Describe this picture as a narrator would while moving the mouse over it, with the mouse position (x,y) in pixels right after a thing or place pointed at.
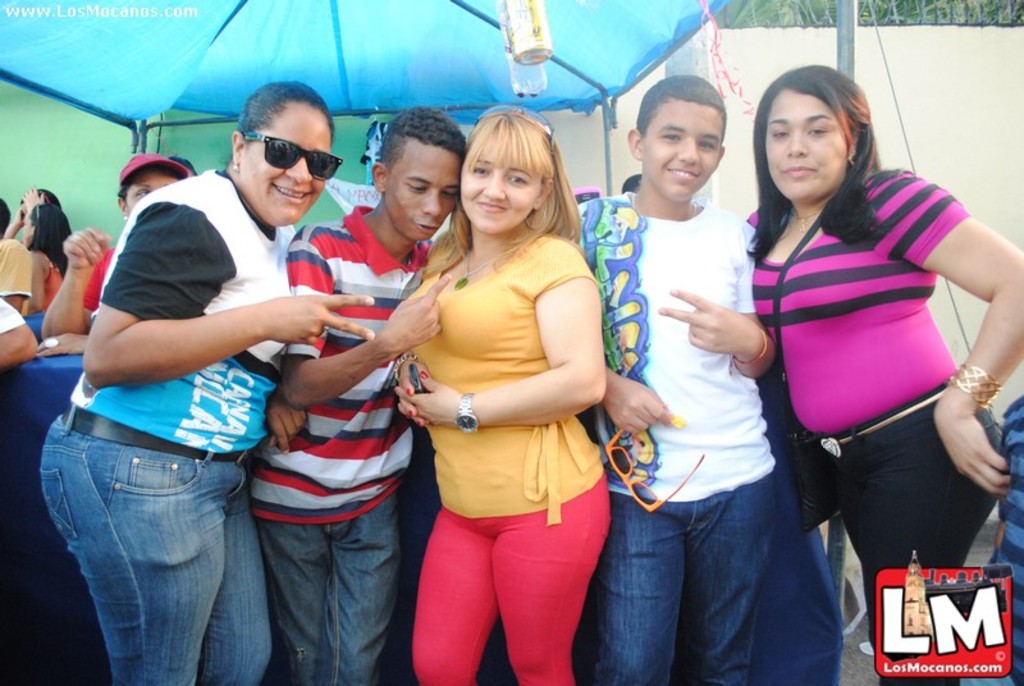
In this picture, we see five people (370,325) standing. Behind them, we see people (22,286) standing beside the blue table (62,380). At the top of the picture (482,56), we see a blue color tent (284,67). Beside that, we see a wall (935,92) in white color. Behind that, there are trees (763,15).
